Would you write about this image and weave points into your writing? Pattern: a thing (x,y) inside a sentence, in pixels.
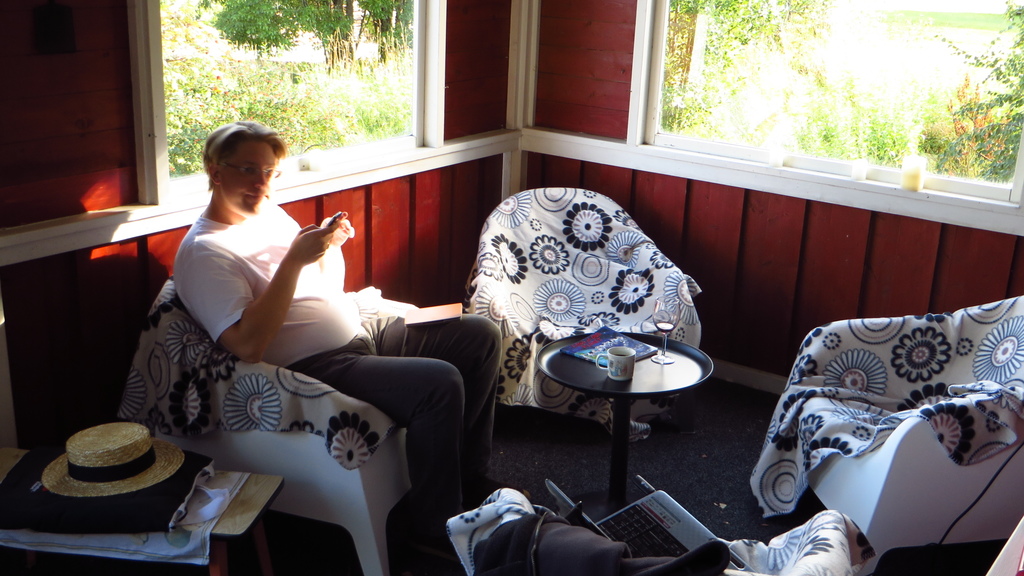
In this picture there is a man (416,486) sitting on the chair (385,468), he is operating a mobile phone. Beside him there is a table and a hat (165,466) kept on it. On the another chair (493,496) there is a laptop (606,530) and in the backdrop (761,86) there is a window (350,67) and a wooden wall (595,83).
